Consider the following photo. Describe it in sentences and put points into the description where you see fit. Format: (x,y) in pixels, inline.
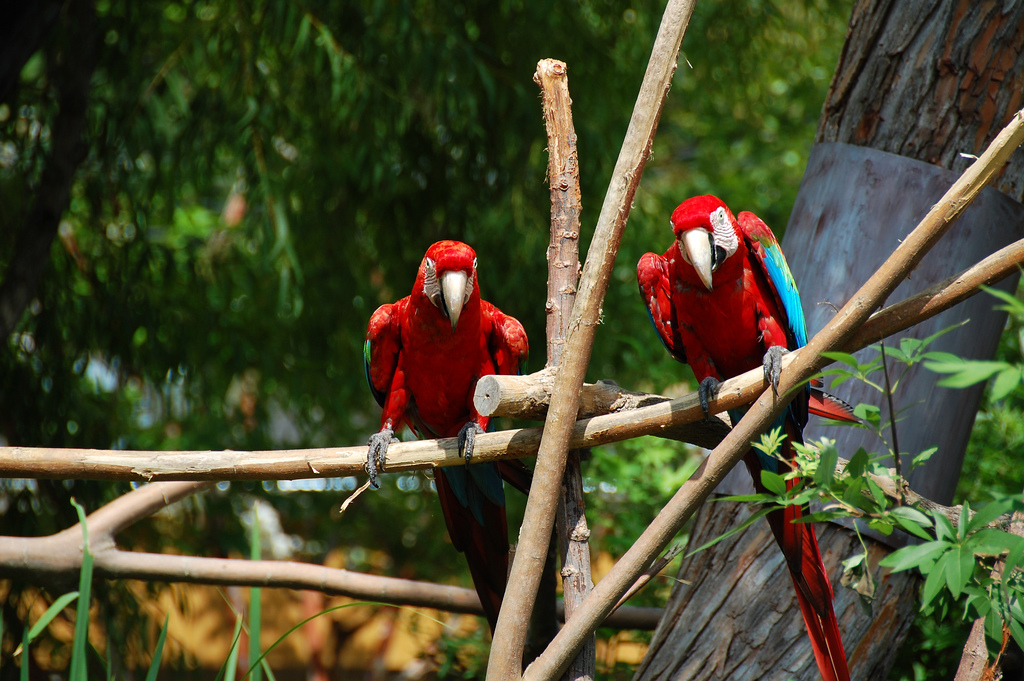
In this picture I can see the sticks (536,502) in front (495,447) and I see 2 parrots (487,360) which are of red color and I can see few leaves (923,350). In the background (121,333) I can see the trees (184,35) and I see that it is blurred.
